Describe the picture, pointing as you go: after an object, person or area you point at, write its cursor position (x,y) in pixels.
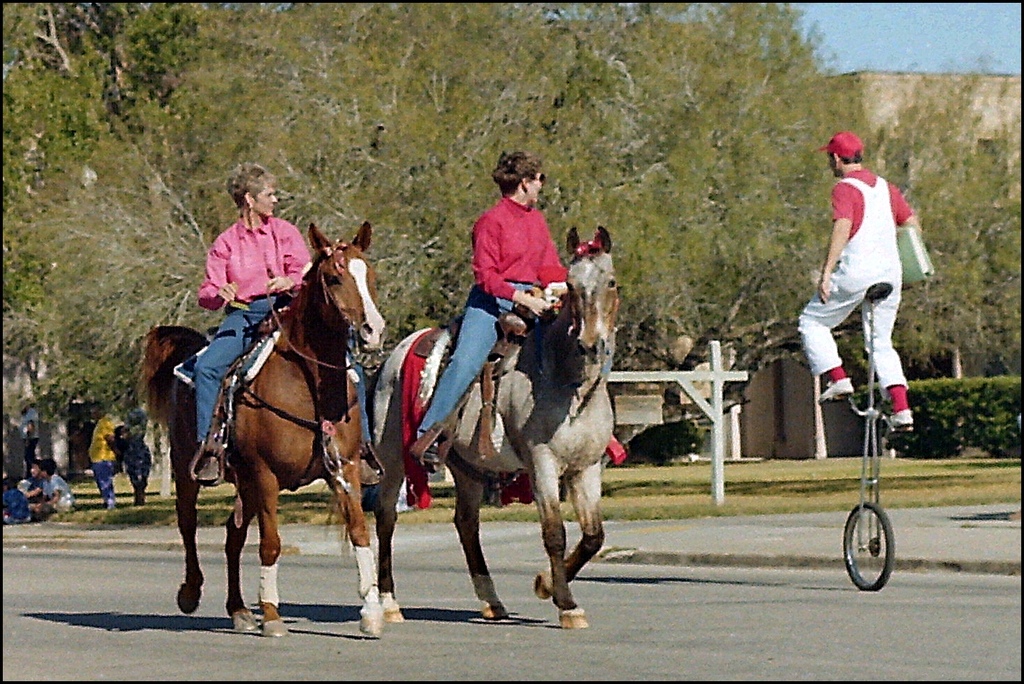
In this image I can see two women (254,189) doing horse riding and watching towards the right (853,213) where there is a person (840,210) doing cycling with a single tyred cycle (885,420) and holding a book (912,254) in his hands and at the top of the image (412,127) I can see the trees (217,126) and there are some people (31,449) sitting behind the trees (223,144).
